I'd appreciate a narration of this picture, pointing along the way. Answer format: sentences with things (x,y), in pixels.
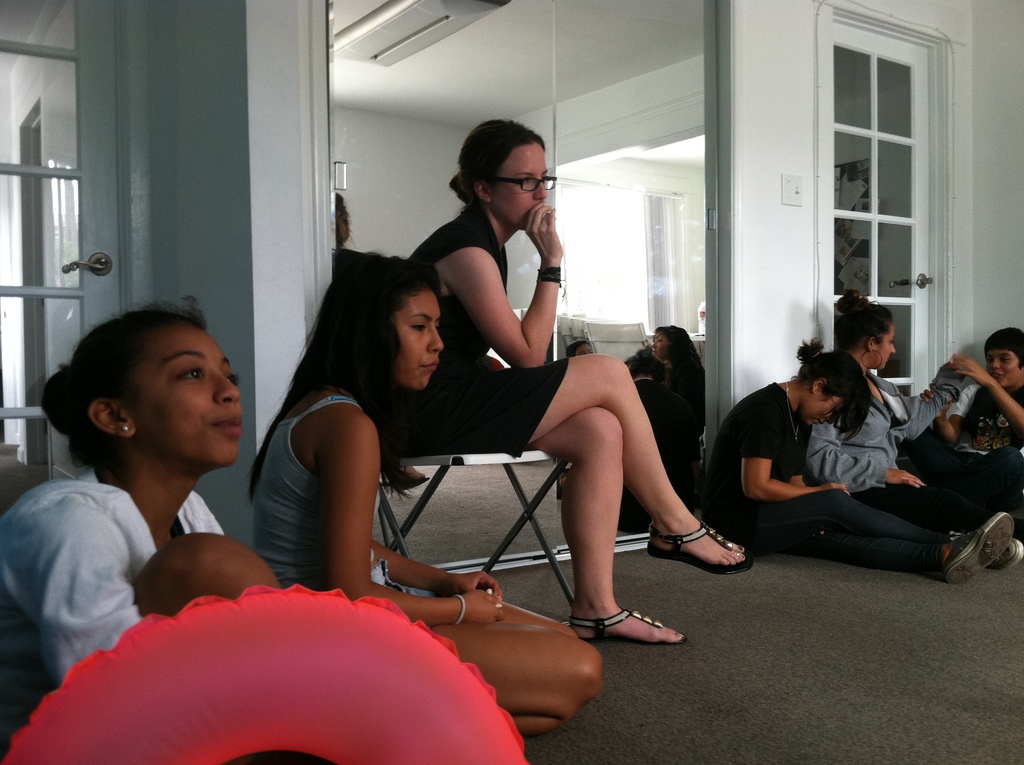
In this picture we can see a woman (476,420) sitting on the chair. She has spectacles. Here we can see some persons (713,526) are sitting on the floor (891,669). On the background (439,195) there is a wall (456,150) and this is door (847,263).
